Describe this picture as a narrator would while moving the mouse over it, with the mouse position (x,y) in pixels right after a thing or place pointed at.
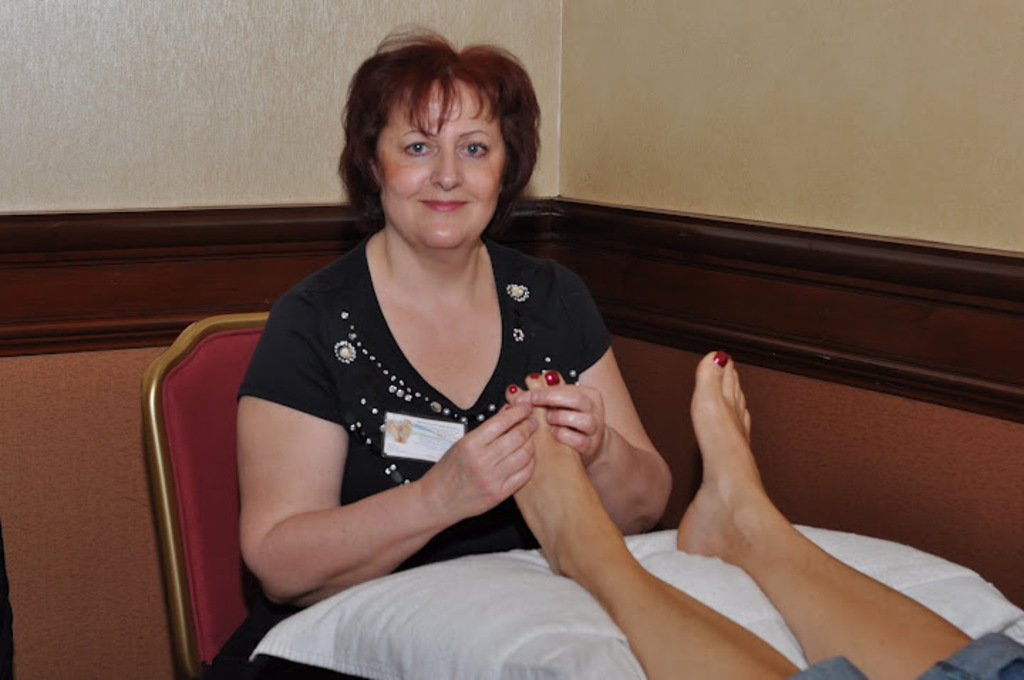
This image is taken indoors. In the background (245,172) there is a wall (133,564). In the middle of the image (414,395) a women (331,473) is sitting on the chair (194,347) and she is holding a leg (536,464) of a person (545,453) in her hands (532,434). She is with a smiling face (440,202). On the right side of the image (750,565) a person (712,530) is lying on the bed (722,601).
